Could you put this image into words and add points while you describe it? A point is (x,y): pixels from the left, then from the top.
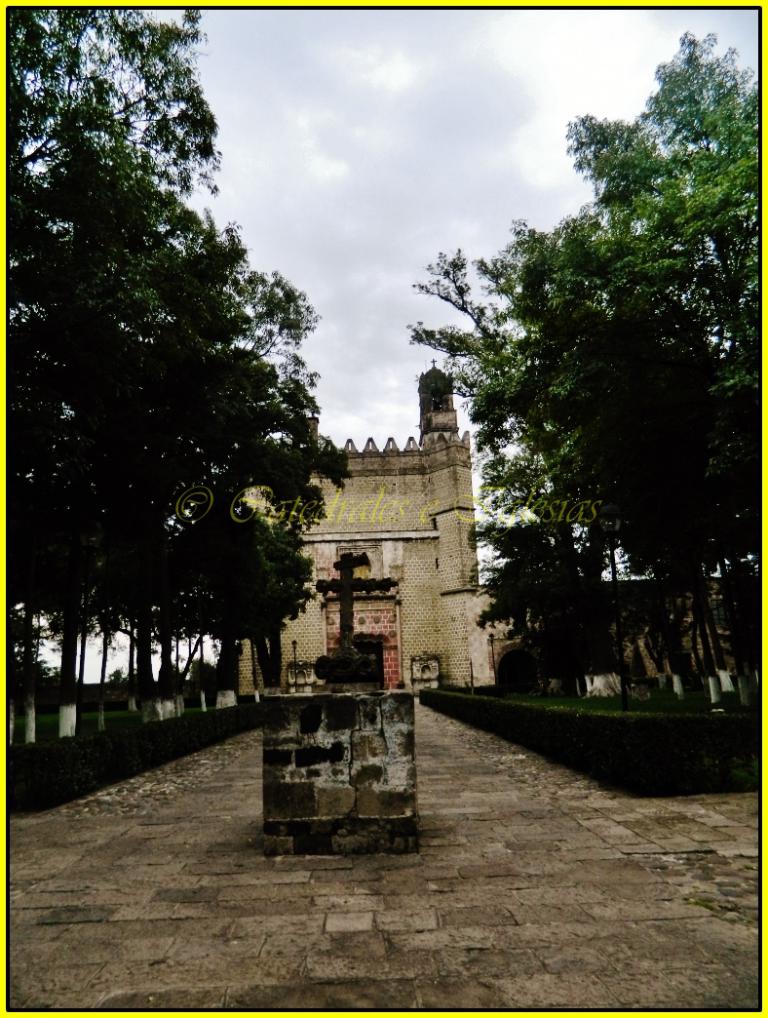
In this image on the right side (615,423) and left side (99,415) there are some trees (184,397) and at the bottom (474,917) there is a walkway (387,885) and in the center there is a wall (343,720). And in the background (395,587) there is a building (379,629), at the top (389,151) there is sky (389,151).
